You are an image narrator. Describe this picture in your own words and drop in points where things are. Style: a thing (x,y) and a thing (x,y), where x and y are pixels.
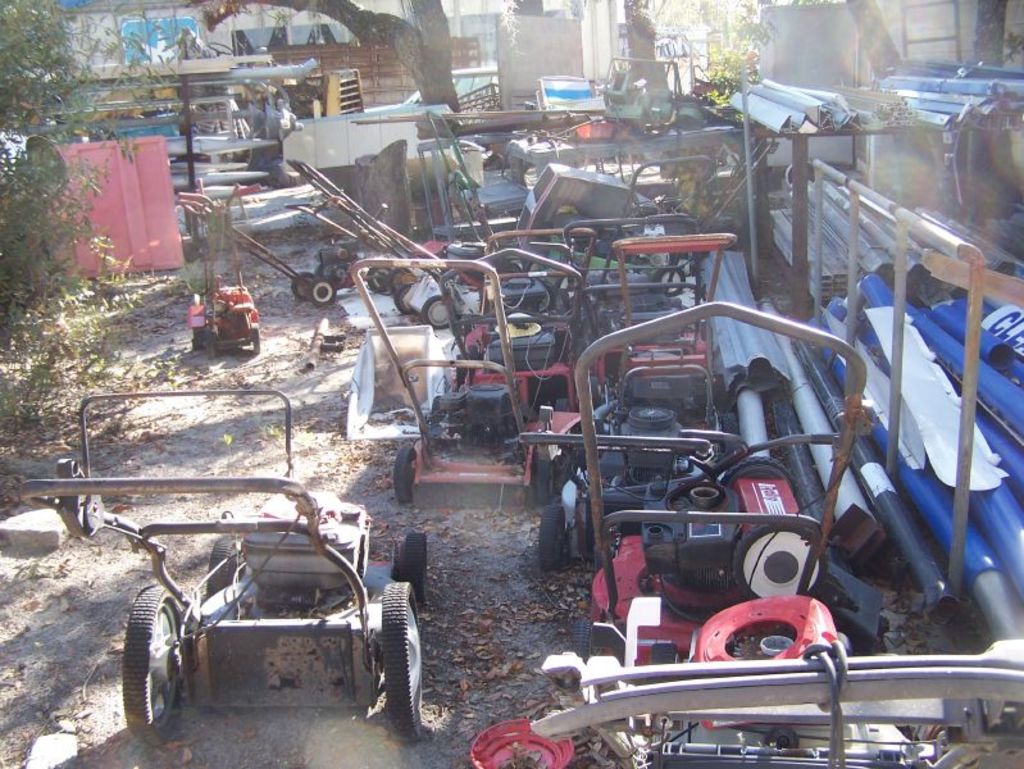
In the center of the image (635,352) we can see trolley machines (702,493), pipes (878,345), rods (878,232), ladder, trees (633,52), shed (931,36) are there. At the bottom of the image (471,602) we can see dry leaves (468,607), ground (137,557), rocks (41,517) are present.
